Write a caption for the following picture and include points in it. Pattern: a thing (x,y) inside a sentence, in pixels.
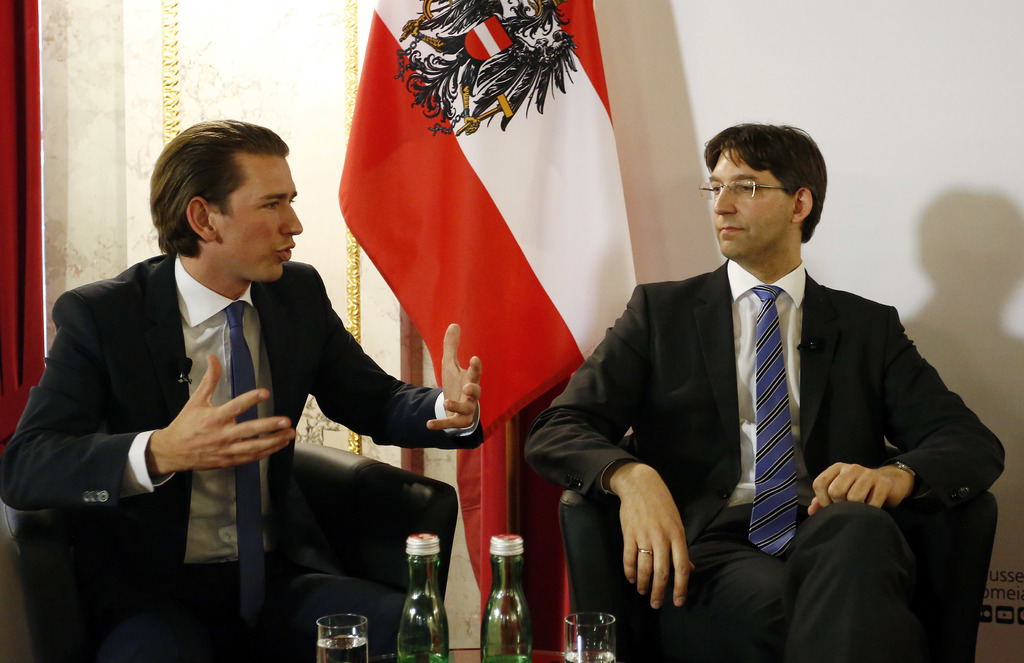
2 persons (650,423) are sitting on the chairs (587,571). A person (126,447) is talking with him. In the middle (629,259) it's a flag (400,216).
